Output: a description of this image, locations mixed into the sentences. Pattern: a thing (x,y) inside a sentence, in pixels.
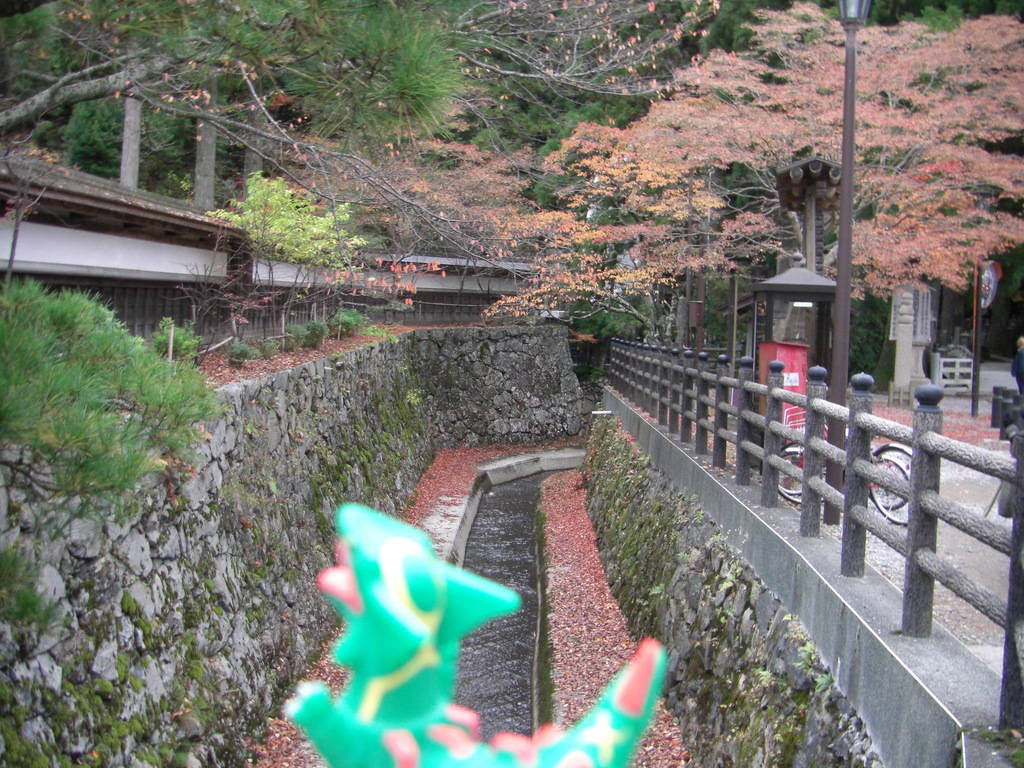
In this image, we can see a bridge (720,396), bicycle (888,446), poles (846,290), stands (802,205), trees (204,196) and sheds (157,258) and in the front (323,704), we can see a toy (432,739). At the bottom (508,536), there is stream (515,545).
